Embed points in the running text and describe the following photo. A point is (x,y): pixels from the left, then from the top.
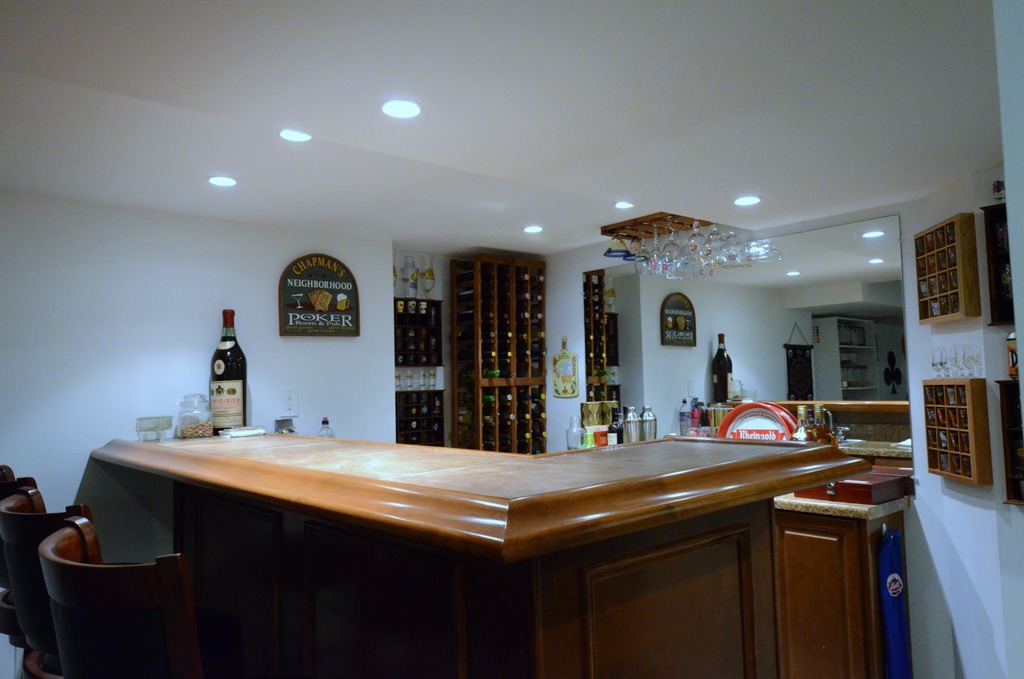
In this picture i could see a beautiful bar (210,463) which has lot of bottles (510,333) arranged in the shelf (527,383) and there is a table (588,491) bar table (346,496) and bar chairs (87,572) i could see a big bottle (216,392) in the left side of the picture (238,391) and in the right side (710,373) there is big mirror (894,357) in which there is a reflection (639,386) and in the right corner (957,403) also there is wall frames (952,274) hanging over. The ceiling (700,77) is white in color and having the ceiling lights (400,110).
